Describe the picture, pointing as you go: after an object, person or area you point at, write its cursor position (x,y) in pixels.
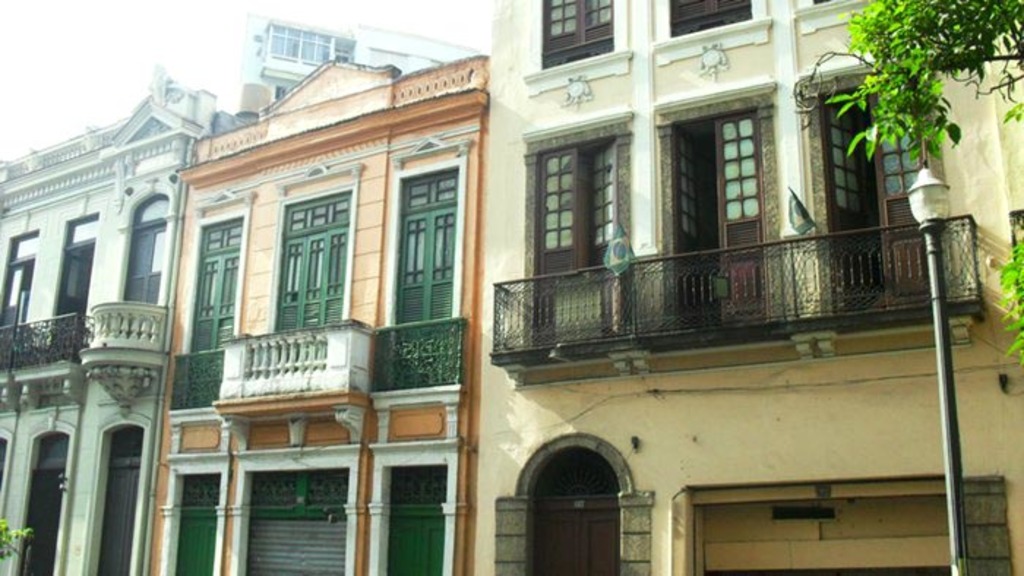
In this image there are buildings (533,366) having balconies (515,324). Right side (950,461) there is a street light (944,437). Right top there are trees (966,78). Left top there is sky (96,88).
